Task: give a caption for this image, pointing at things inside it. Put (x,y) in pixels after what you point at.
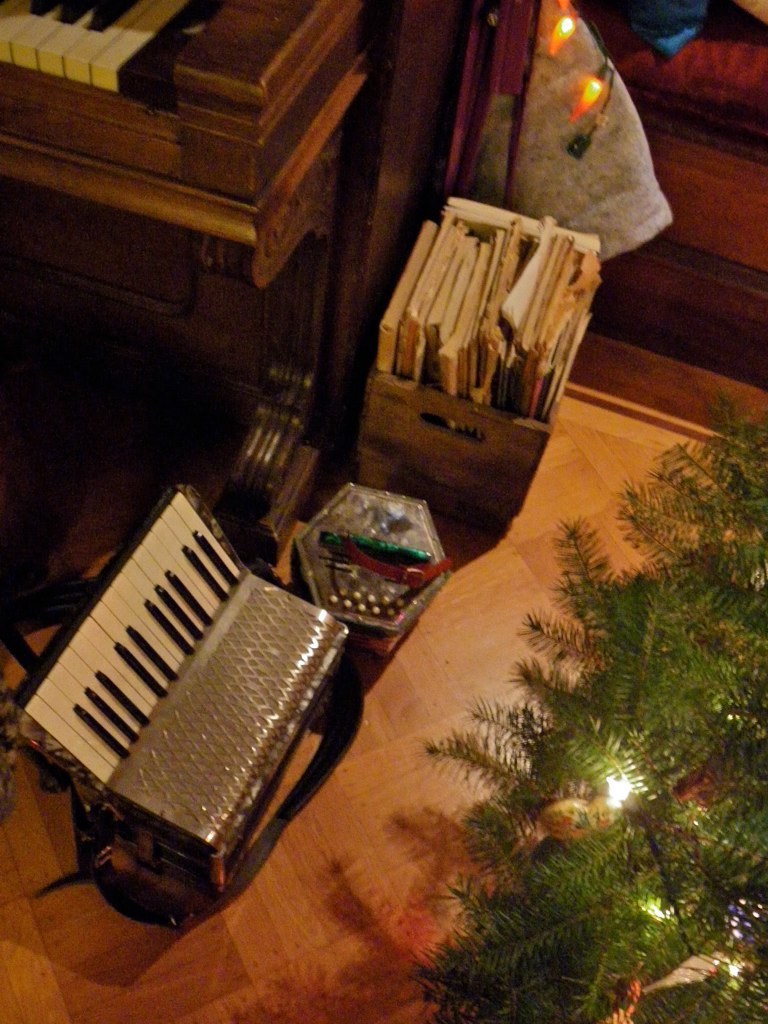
In this picture we can see a tree (550,845) decorated with some lights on the floor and on the floor (344,735) there is a musical instrument (228,686), some items (463,354) in the wooden box (438,397). On the left side of the wooden box (418,408) there is a piano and some objects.
